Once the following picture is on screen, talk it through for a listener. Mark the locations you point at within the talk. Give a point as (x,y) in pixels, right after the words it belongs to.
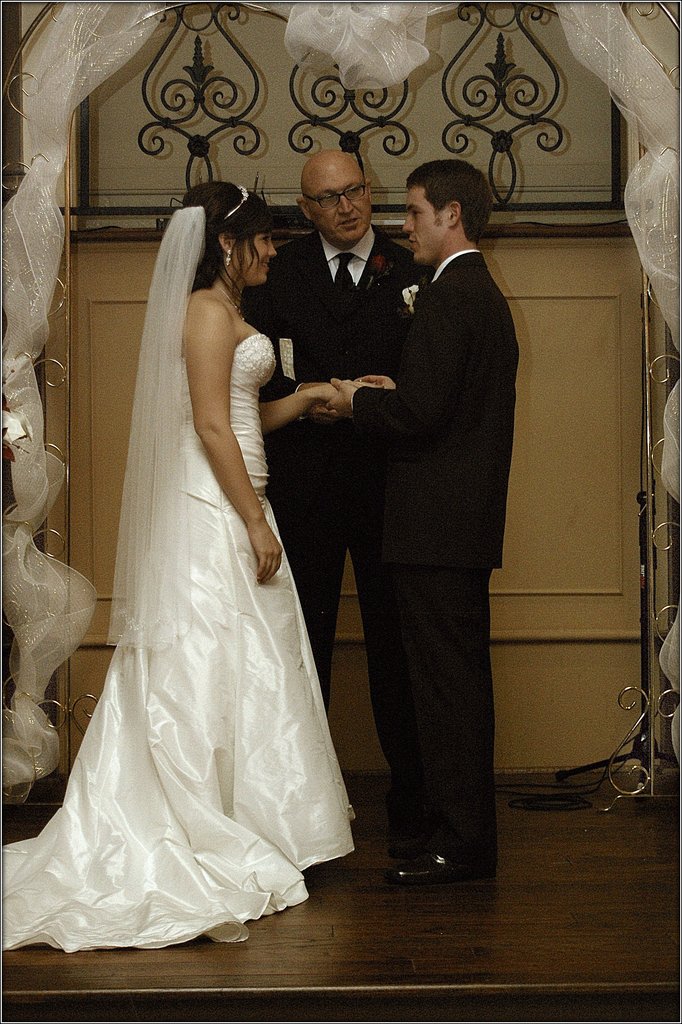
In this image there is a couple (257,726) standing and the person (416,420) holding the hand (391,383) of the girl (253,441), behind them there is another person (362,254). In the background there is a wall (438,16) with decoration (22,751).
